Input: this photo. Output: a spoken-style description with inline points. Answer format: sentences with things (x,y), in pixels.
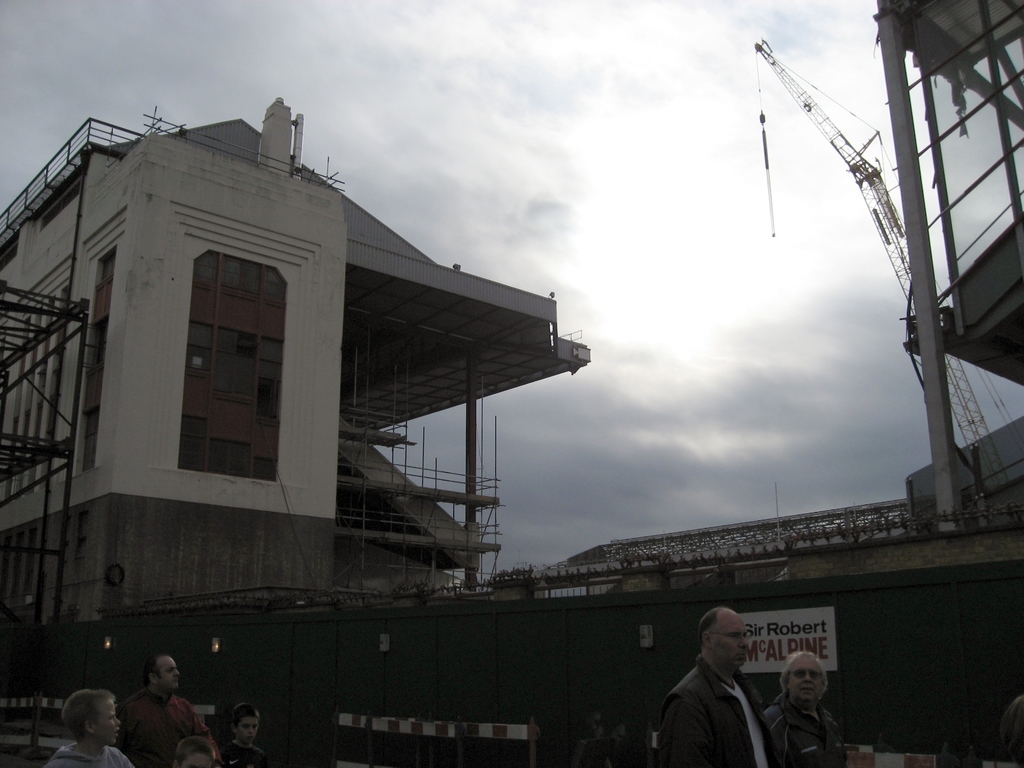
At the bottom of the image (711,632) we can see few people (731,635), beside them we can find a poster (774,653) on the wall (586,606), in the background (356,537) we can find few buildings (466,437), crane (886,203) and clouds (720,395).
